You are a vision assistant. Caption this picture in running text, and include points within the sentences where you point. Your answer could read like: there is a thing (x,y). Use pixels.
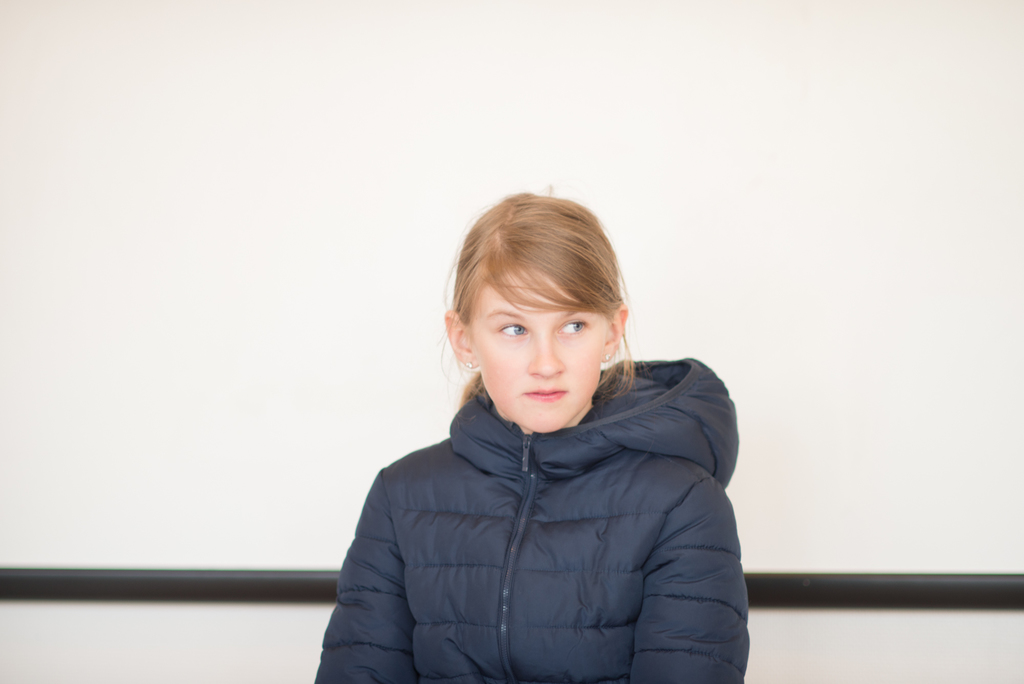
In this image I can see a person (509,229) standing wearing blue color jacket (444,553). I can see white background (246,199).
